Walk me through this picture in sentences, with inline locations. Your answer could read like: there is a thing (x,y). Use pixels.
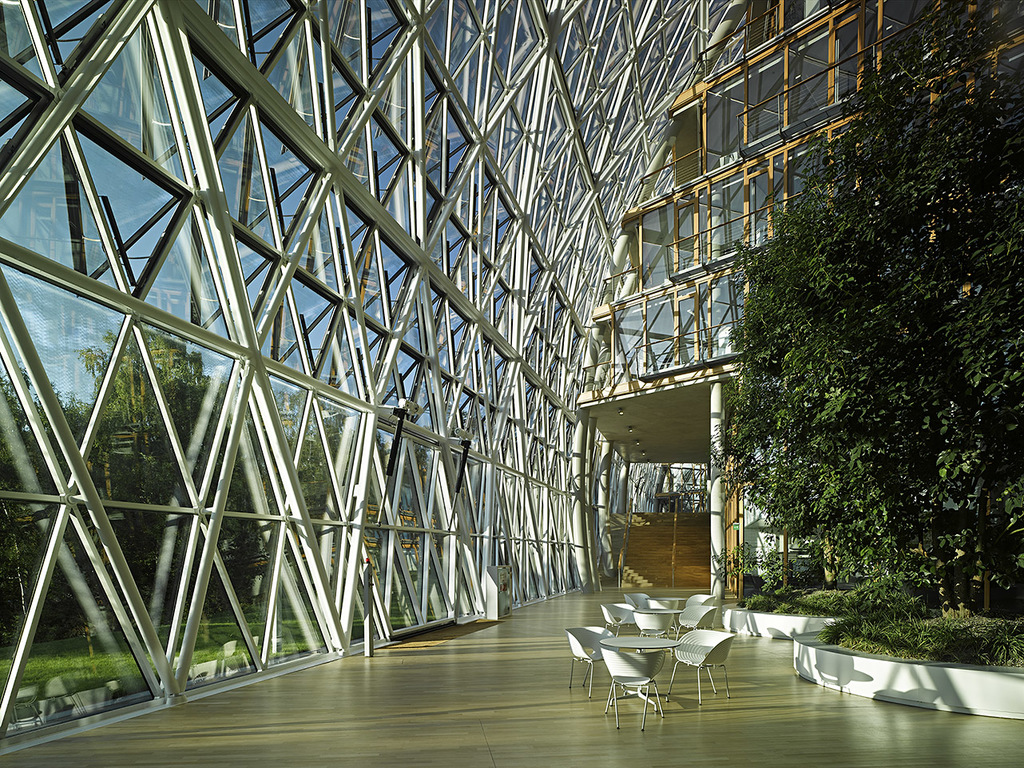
In this image, we can see building (89,491) and in the background (832,475), there are trees (841,470) and here we can see tables (643,638) and chairs (658,670).
